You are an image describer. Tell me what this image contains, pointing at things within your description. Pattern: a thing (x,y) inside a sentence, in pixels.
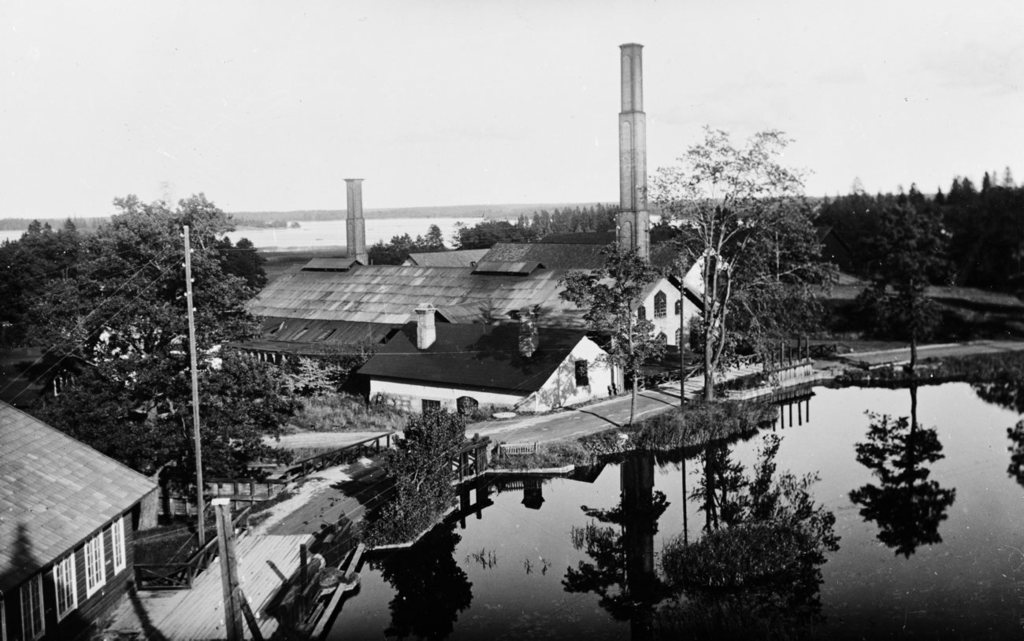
There are houses (446,303) and trees (891,223), this is water (825,523) and a sky (419,163).
